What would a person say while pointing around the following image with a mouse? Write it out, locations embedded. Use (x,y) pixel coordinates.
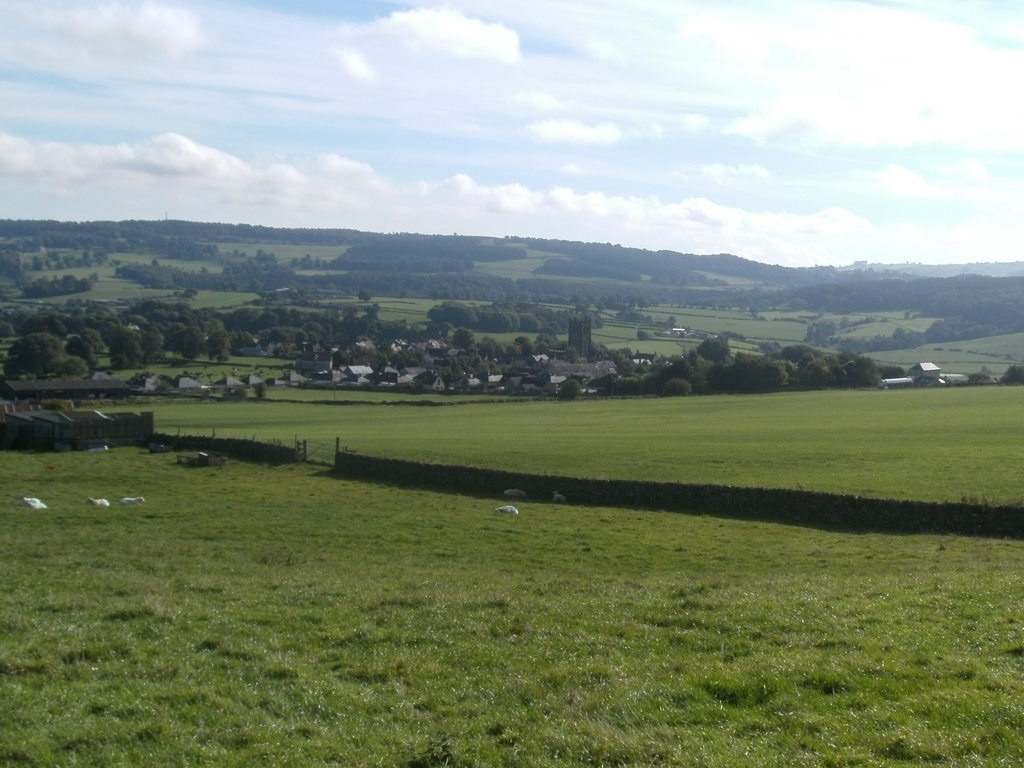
In this picture i can see a fence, grass (412,420), trees (473,321) and houses (530,383) on the ground (226,527). In the background (415,90) i can see sky (736,118).
